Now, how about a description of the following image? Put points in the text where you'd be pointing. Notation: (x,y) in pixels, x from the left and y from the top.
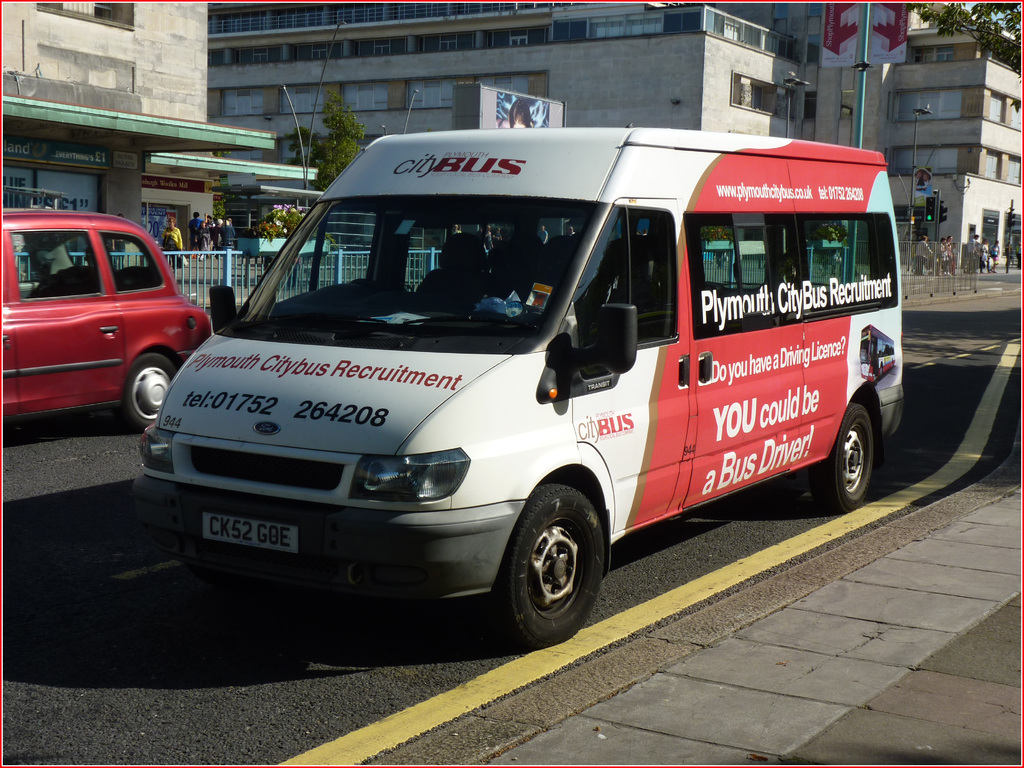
In this picture there is a bus (627,392) in the center of the image (502,331) and there is a red color car (120,279) on the left side of the image (99,236) and there are people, trees (306,135), poles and buildings (388,124) in the background area of the image (938,170) and there is a boundary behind the vehicles (688,250) and there are posters (835,60) in the image.
